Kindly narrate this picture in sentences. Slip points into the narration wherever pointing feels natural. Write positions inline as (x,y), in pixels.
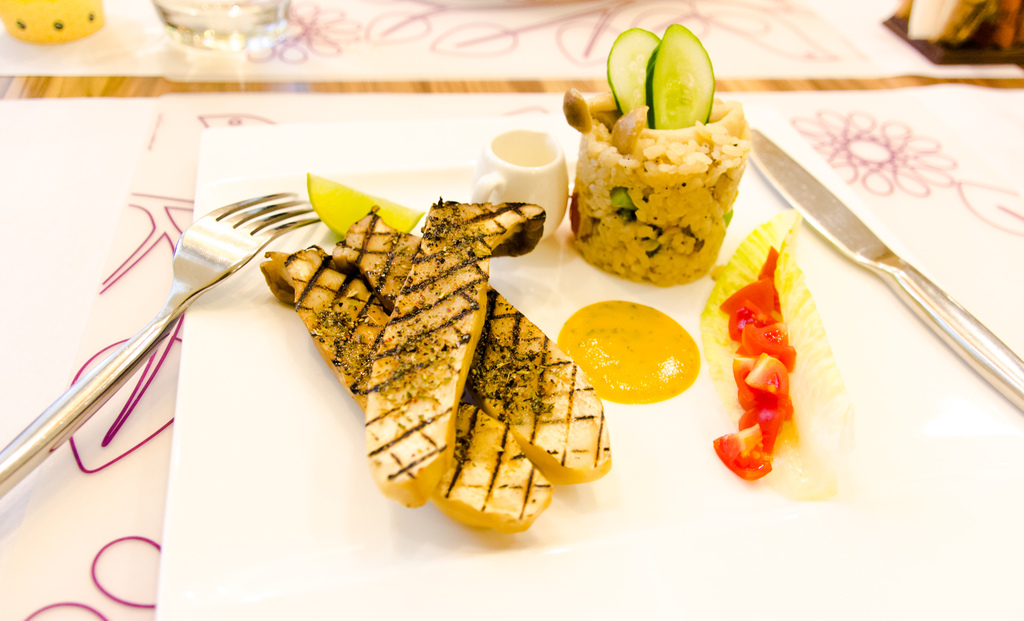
In the image there are some cooked food items (390,379) served on a plate (687,573) and there is a fork (193,251) and a knife (979,345) kept on the plate (869,362).
